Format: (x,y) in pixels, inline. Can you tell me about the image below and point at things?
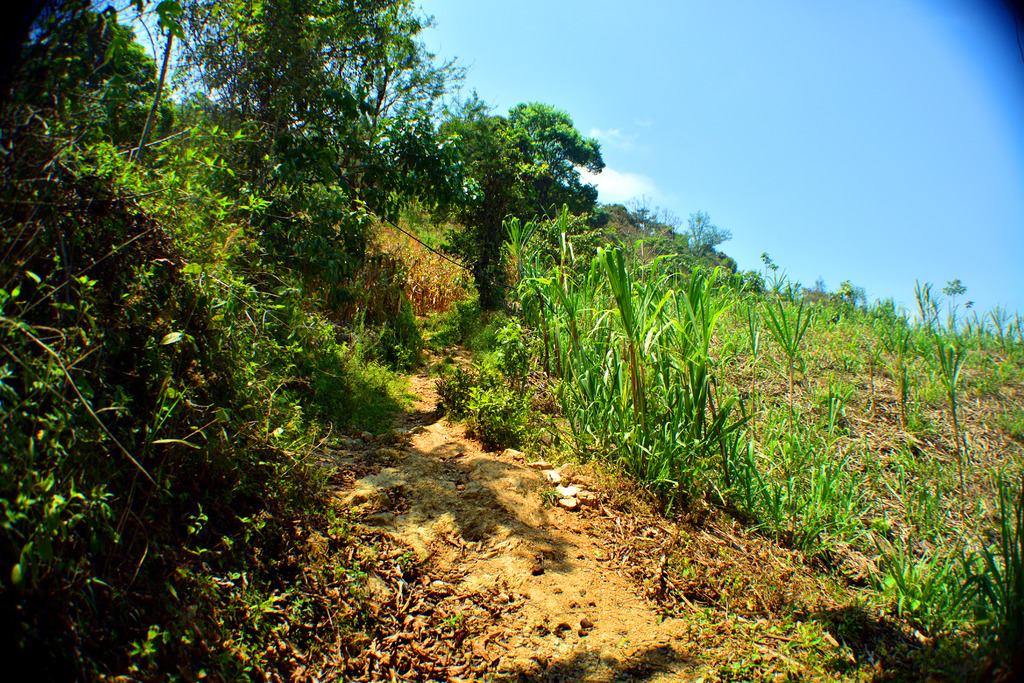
In this picture there is greenery (527,202) around the area of the image.
